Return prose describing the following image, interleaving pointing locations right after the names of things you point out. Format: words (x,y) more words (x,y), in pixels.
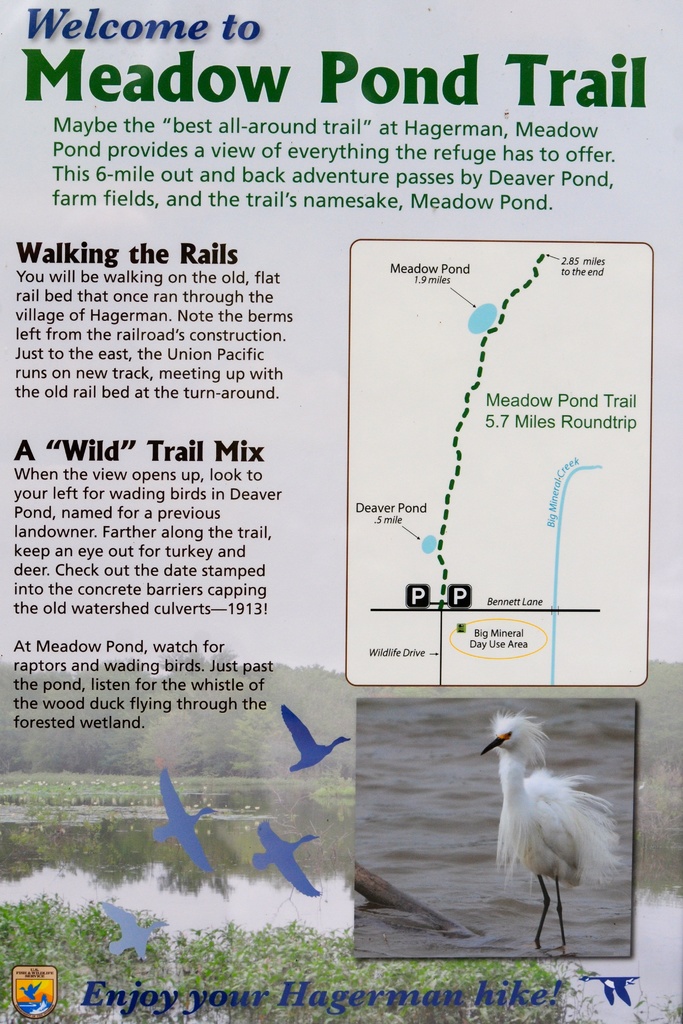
In the image we can see there is a poster (315,407) on which a bird (541,869) is standing in the water (435,823). Beside there is a matter (160,475) about the bird (559,904) and on the top (415,286) there is a route map (442,444).
